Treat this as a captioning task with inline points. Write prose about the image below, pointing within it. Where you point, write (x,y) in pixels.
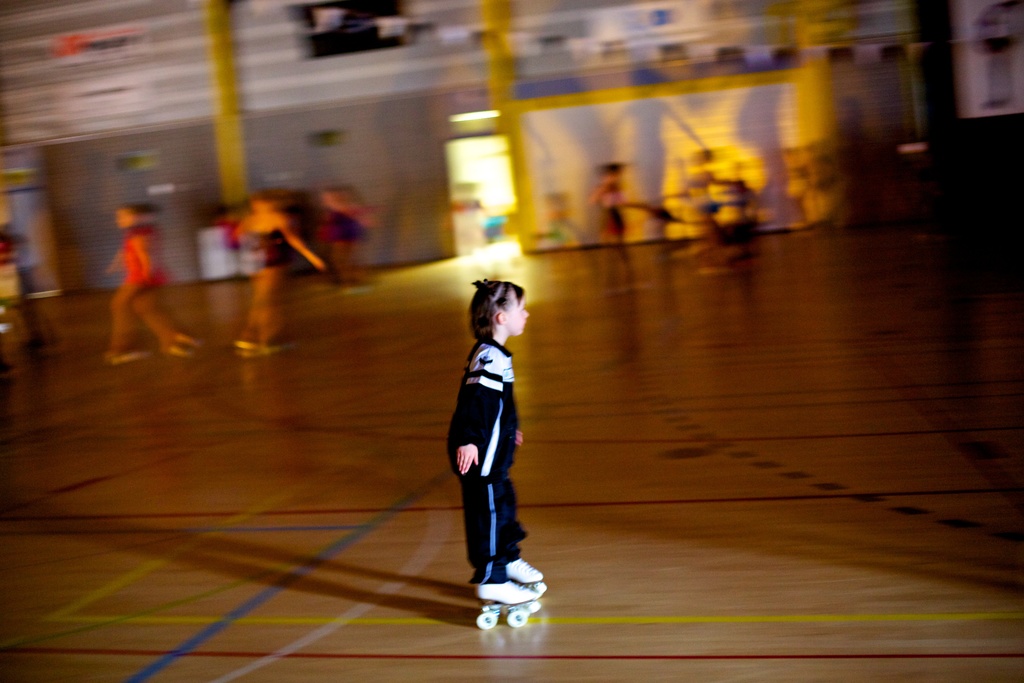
In the image there is a girl (475,349) in navy blue dress (471,548) skating on the wooden floor (633,471), this is clicked inside a stadium (219,473), in the back (129,301) there are many persons (340,250) visible and followed by a wall (414,212) in the background (587,119).
